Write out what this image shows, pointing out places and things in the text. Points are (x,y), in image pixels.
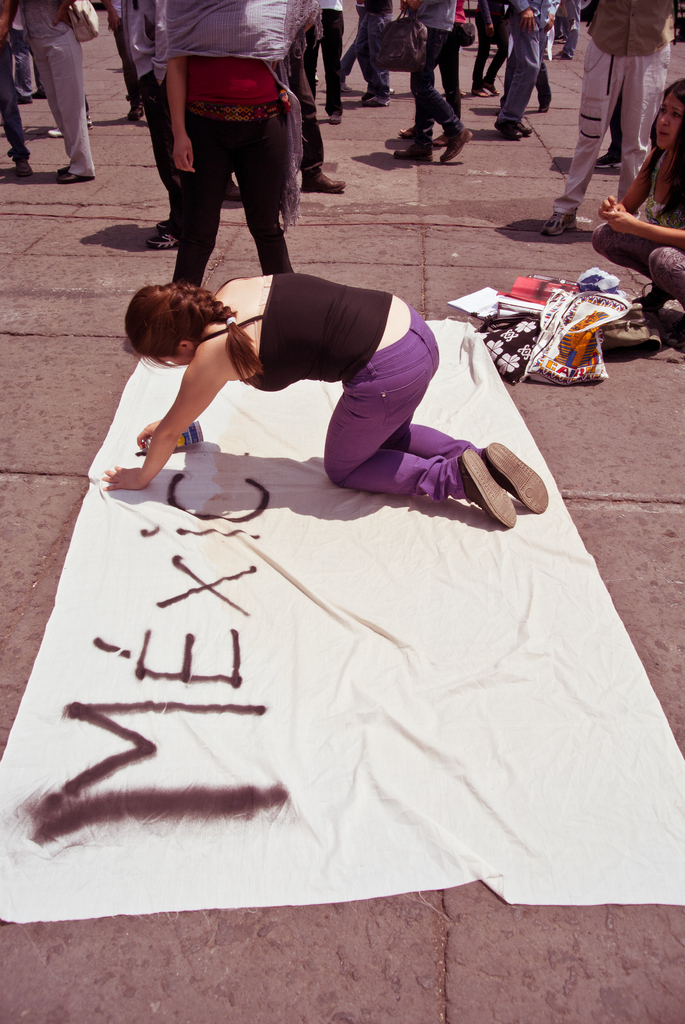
In this image there is a girl (298,323) in the middle (343,439) who is kneeling down on the floor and painting on the cloth (188,674) using the spray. In the background (281,141) there are so many people (45,79) who are standing on the floor (380,224). On the right side (589,350) there are covers (571,356), papers (486,302) and a bag (537,331) on the floor (587,412).
